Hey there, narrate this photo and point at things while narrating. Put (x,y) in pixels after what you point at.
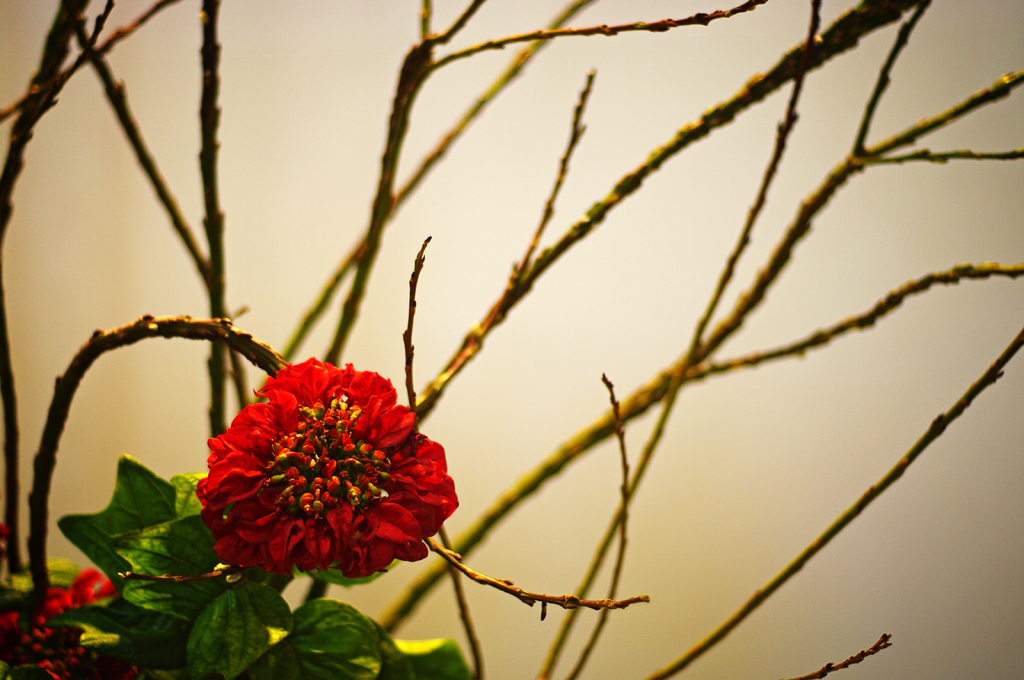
In this image we can see red color flower (239,546) on a plant (237,600). In the back (656,401) there are stems (891,478). In the background (292,183) it is blur.
